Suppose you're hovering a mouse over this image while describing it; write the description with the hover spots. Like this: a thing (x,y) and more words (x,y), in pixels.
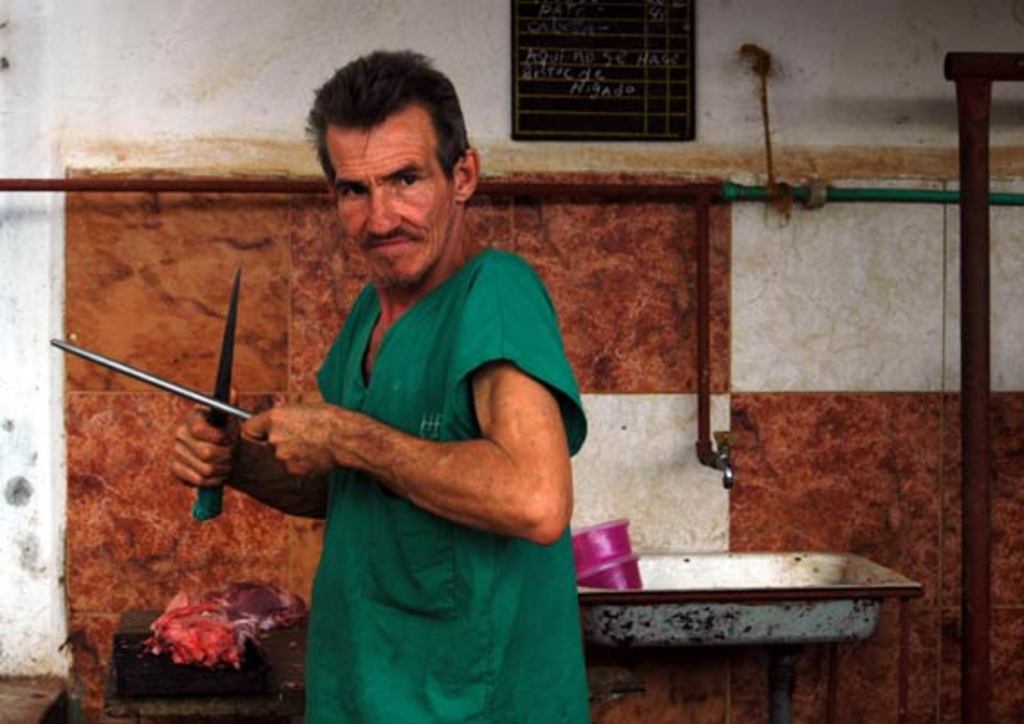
In this image, we can see a person (388,232) holding some objects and in the background (714,377), there is a wall (633,237) and we can see pipes (707,434), a sink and we can see meat (189,598) on the stand (187,679). At the top (598,68), there is a board (577,67) with some text (586,60) is placed on the wall (255,60).
